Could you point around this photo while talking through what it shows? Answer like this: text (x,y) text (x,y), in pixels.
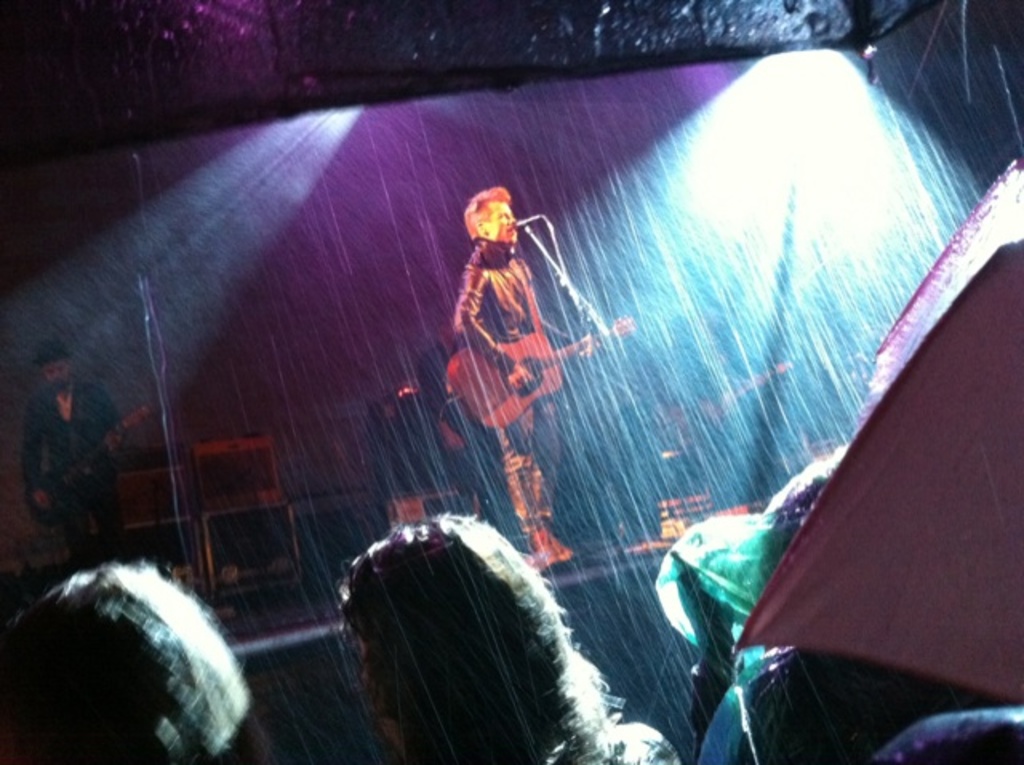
Here we can see two persons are playing guitar (467,403) and he is singing on the mike (594,317). There are amplifiers (238,440) and few persons (553,764). And there is a dark background (519,189).
